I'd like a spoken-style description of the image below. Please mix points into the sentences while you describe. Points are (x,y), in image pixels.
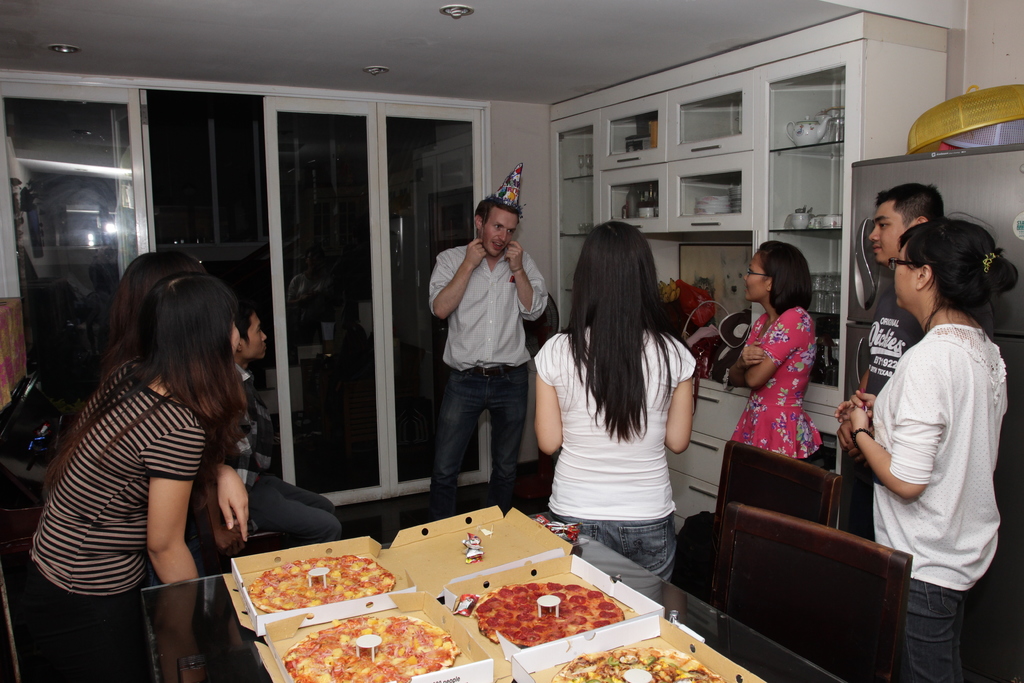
In this picture a man (505,340) is standing by wearing a cap (516,194). There is a glass dining table (220,613) having four pizzas (354,622) in the box (455,551) on top of it. There are two chairs (749,483) right side of the image (795,540). Right side (928,275) a woman (927,318) is standing and staring at the person (500,277) in the middle (497,304). At the left side (92,482) there are few people (234,391) sitting on chairs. There is a shelf (883,42) and a refrigerator (952,158) at the right side of image (997,319). There is a door (477,158) back side to this person (510,333).
